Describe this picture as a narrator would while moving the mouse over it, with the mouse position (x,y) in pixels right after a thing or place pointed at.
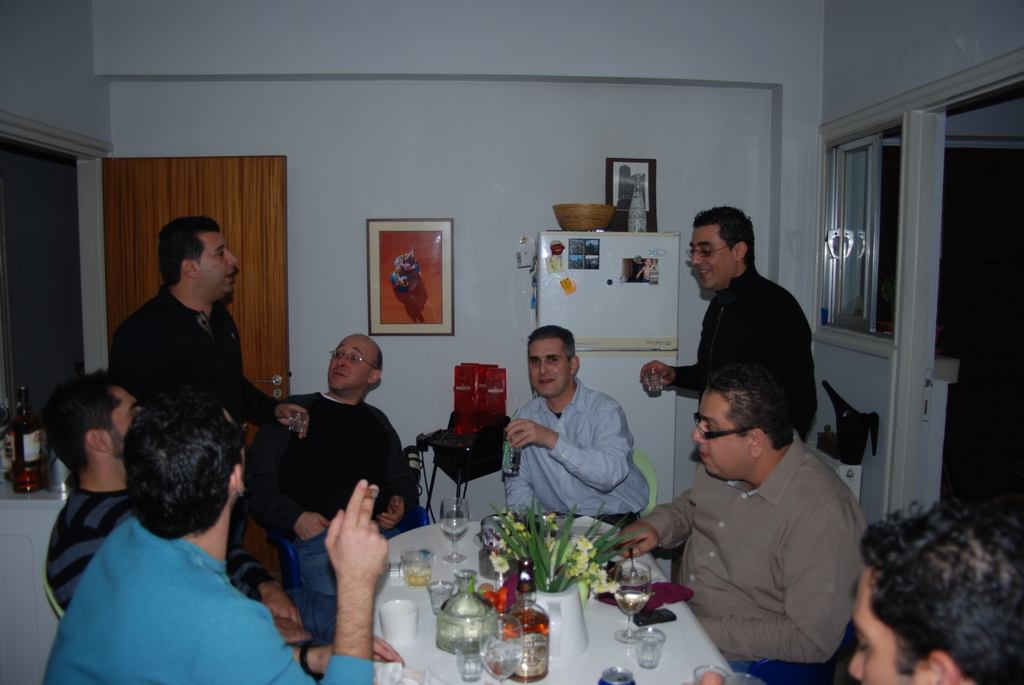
In this image I see 8 men (86,434) in which, 6 of them (104,666) are sitting on the chairs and 2 of them (139,369) are standing and in front of them there is a table (405,544) on which there are many glasses (415,565), bottles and a plant (578,551) on it. In the background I see the wall (3,9), window (893,170), a refrigerator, a photo frame (383,311) and the door (156,263).
